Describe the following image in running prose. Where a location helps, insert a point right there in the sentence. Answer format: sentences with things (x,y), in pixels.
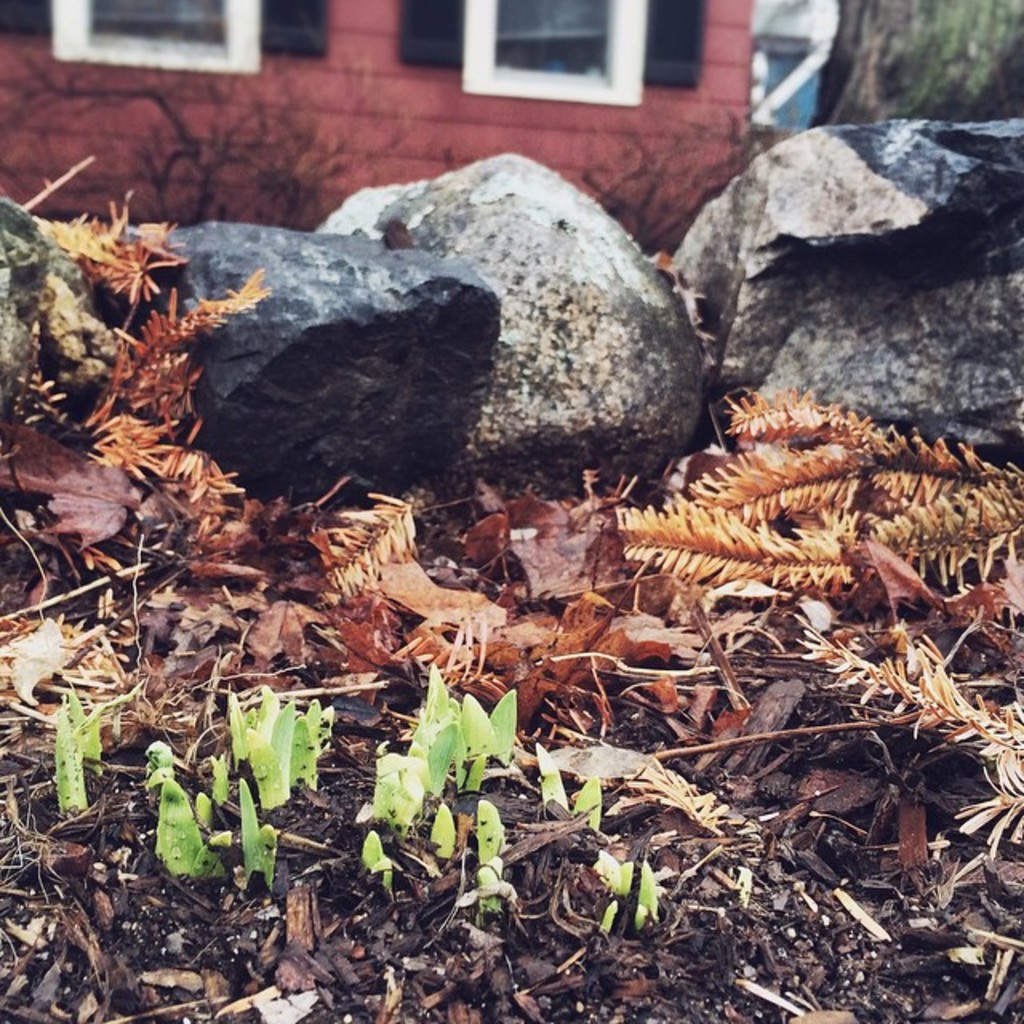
In this image we can see some leaves (283,657), stones (348,343) and in the background of the image (282,132) there is a house (270,110) which is red in color.
